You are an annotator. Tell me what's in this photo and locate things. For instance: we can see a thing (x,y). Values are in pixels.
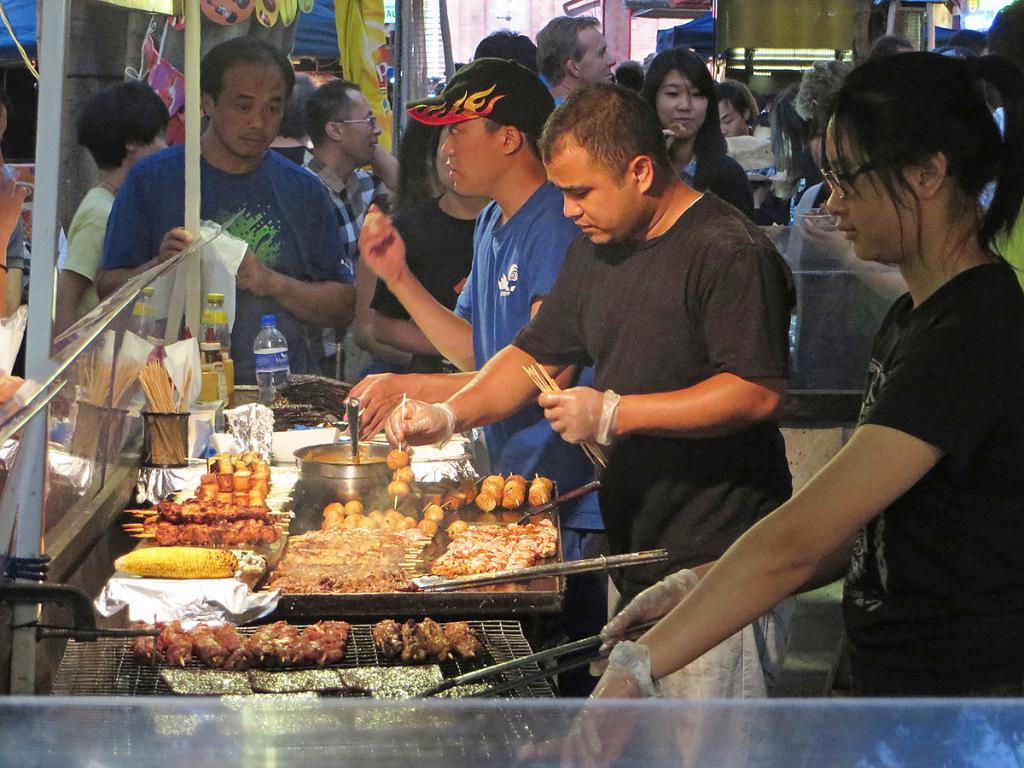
In this image I can see a food (412,535) visible on the table (493,621) and I can see there is a person (638,485) holding sticks (536,383) and I can see there are few persons (738,163) visible.
